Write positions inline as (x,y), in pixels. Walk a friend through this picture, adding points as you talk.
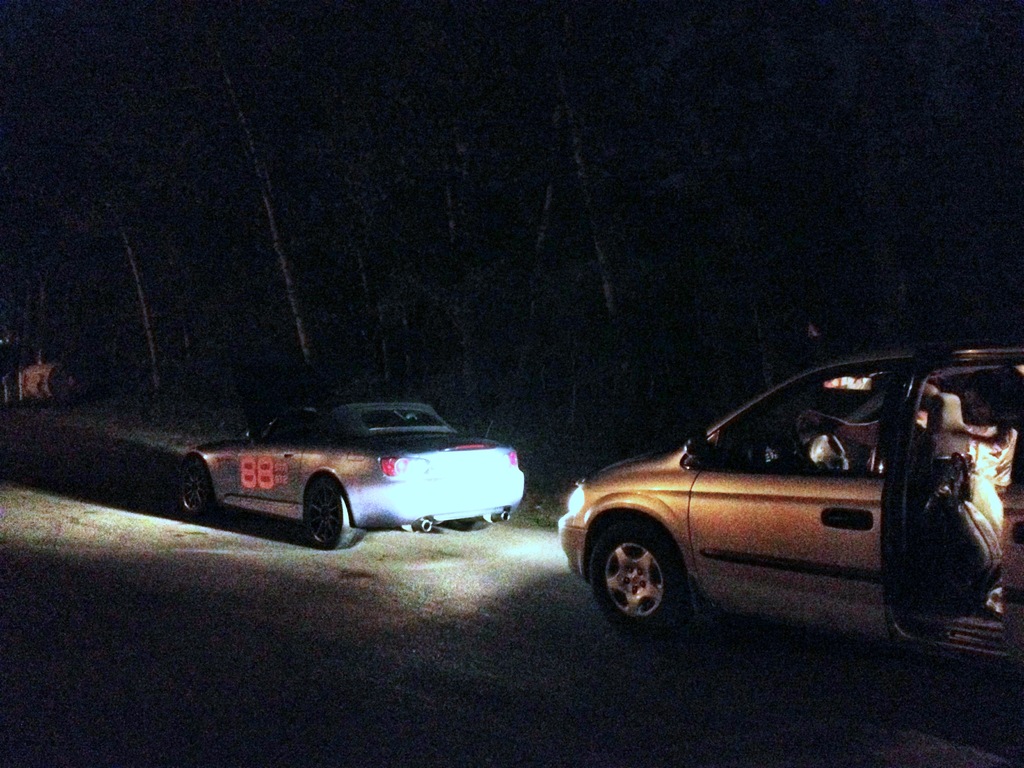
This image consists of two cars (922,470) on the road (492,598). In the background (414,209) there are trees (213,197).
